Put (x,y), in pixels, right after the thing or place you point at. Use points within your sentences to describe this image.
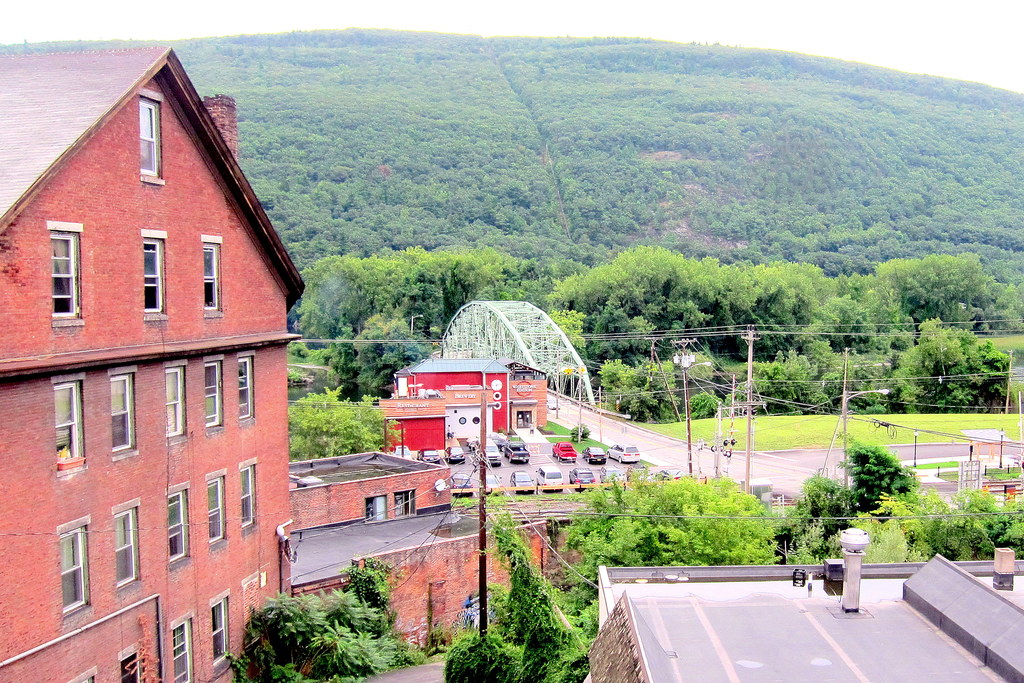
In the center of the image (492,408) we can see a bridge (558,363), cars (498,481), buildings (490,421), poles (656,339), wires (731,335), trees (907,313), grass (816,428) are present. In the background of the image (664,130) hill (740,137) is there. At the top of the image (811,27) sky (773,27) is present. In the middle of the image (609,418) road (609,418) is there. In the middle of the image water (1020,363) is present.
